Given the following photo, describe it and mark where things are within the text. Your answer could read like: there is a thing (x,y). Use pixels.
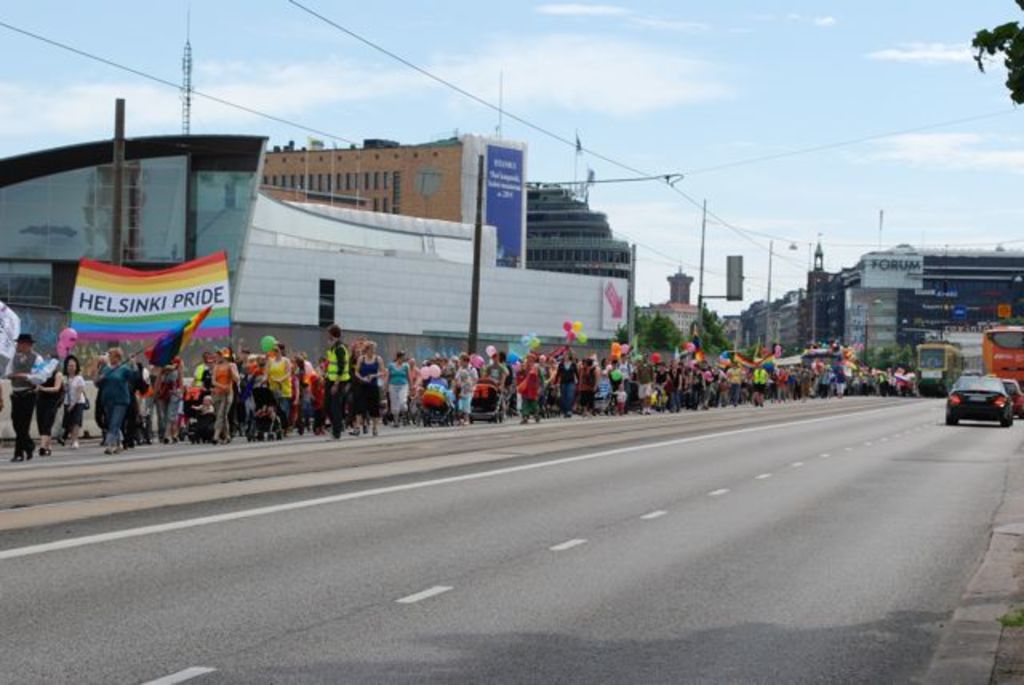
In this image we can see a group of people (375,410) walking on the footpath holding some banners (169,328), balloons (617,376) and trolleys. We can also see some vehicles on the road (556,534). On the backside (530,275) we can see a group buildings (520,291) with windows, a sign board (502,261) to a pole (715,297), a group of trees (717,333), some wires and the sky (836,263) which looks cloudy.
